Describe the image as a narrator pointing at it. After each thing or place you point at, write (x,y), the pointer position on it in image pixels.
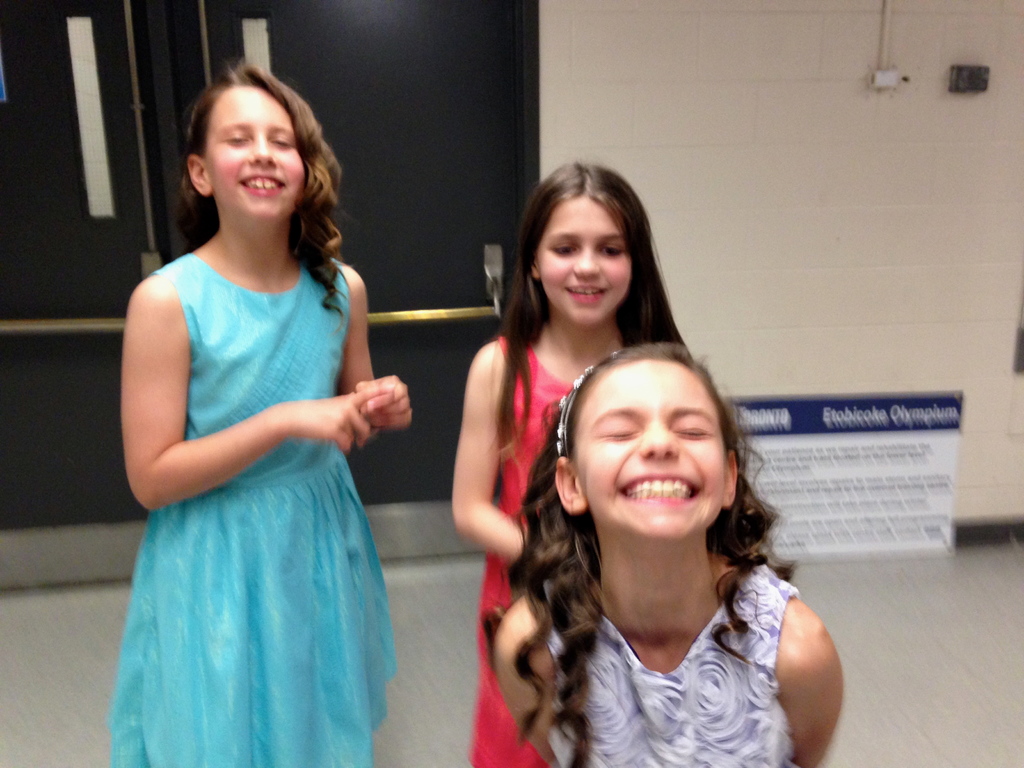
In this image there are three girls (566,381) visible in the foreground (533,448), behind them there is the wall (880,211), board (921,420) visible in front of the wall (747,396), on which there is a text (759,427), may be there is a door (144,104) visible on the left side (117,47).
